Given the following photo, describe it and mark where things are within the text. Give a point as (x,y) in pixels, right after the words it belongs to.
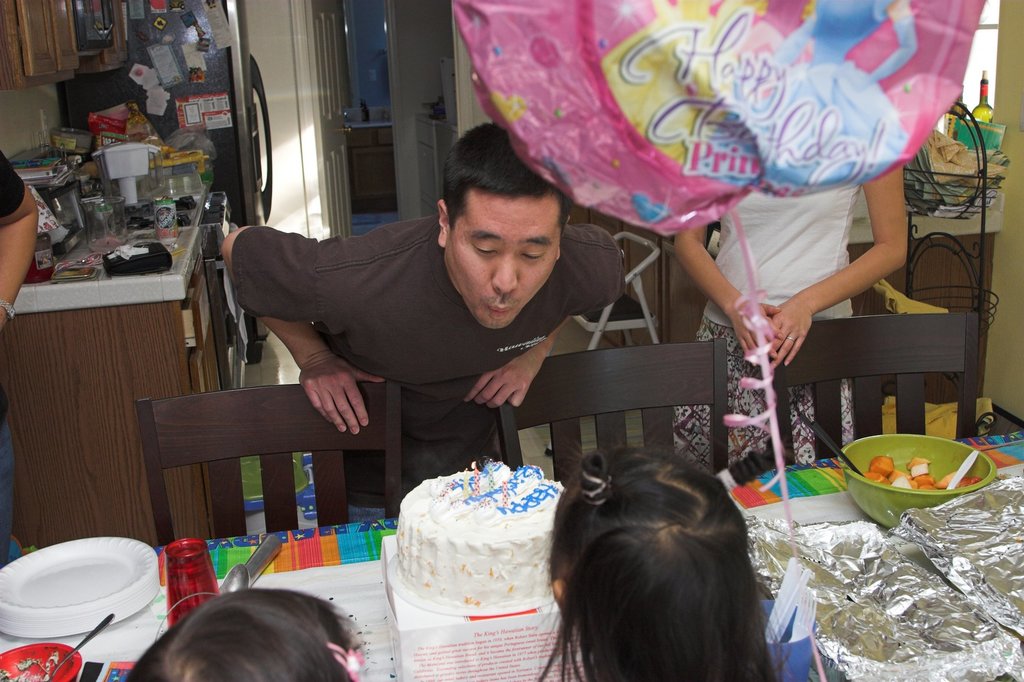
In this picture I can observe a cake (440,556) placed on the table (295,565). There is a red color glass (198,572) and a bowl (2,664) placed on the table (119,628) on the left side (182,565). I can observe some plates (79,587) on the table (380,617). In front of the table (342,599) there are three chairs (322,435). I can observe some people (540,358) in this picture. In the left side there is a refrigerator (190,89). In the background (319,46) I can observe a door (340,173).
